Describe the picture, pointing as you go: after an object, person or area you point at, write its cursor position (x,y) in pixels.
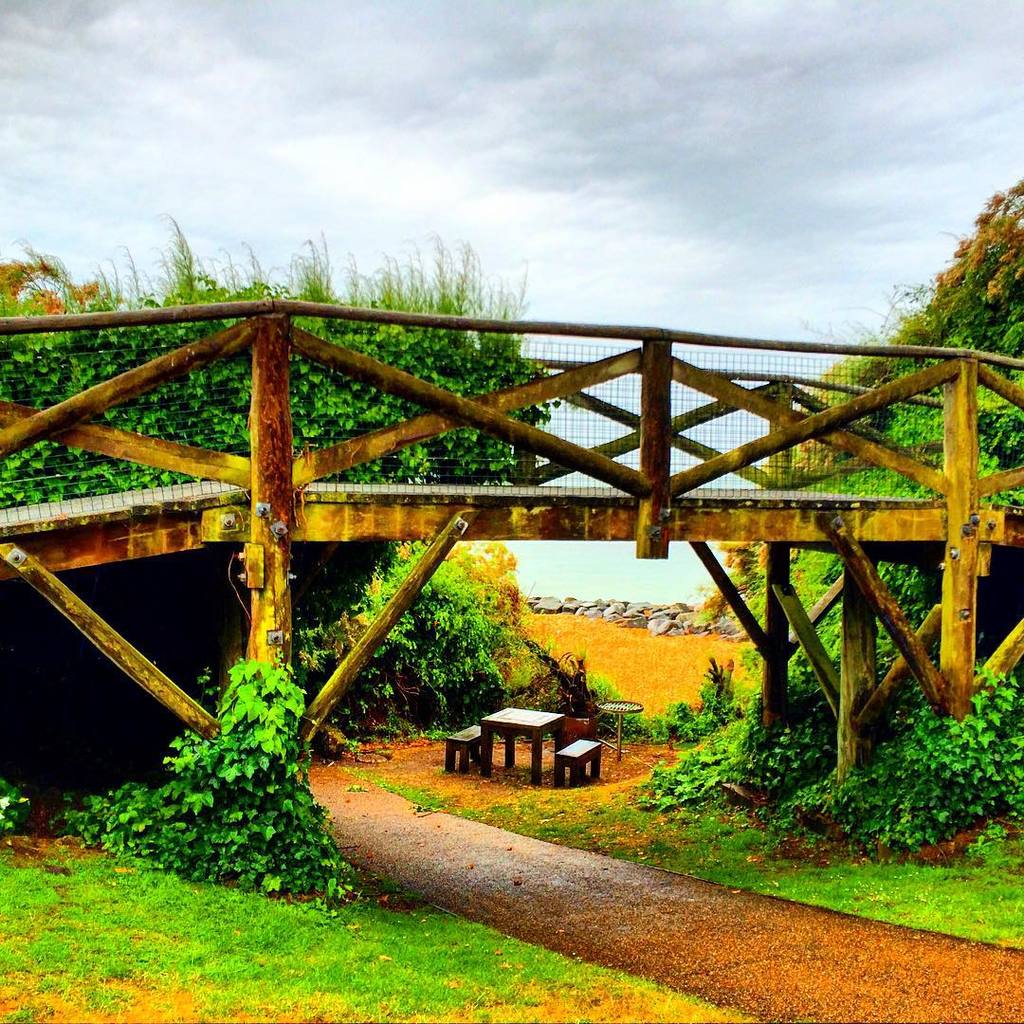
In this image I can see an empty road (480,906) beside that there are so many plants (991,787), grass (193,1018) and trees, also there is a bridge (858,651) on the top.
